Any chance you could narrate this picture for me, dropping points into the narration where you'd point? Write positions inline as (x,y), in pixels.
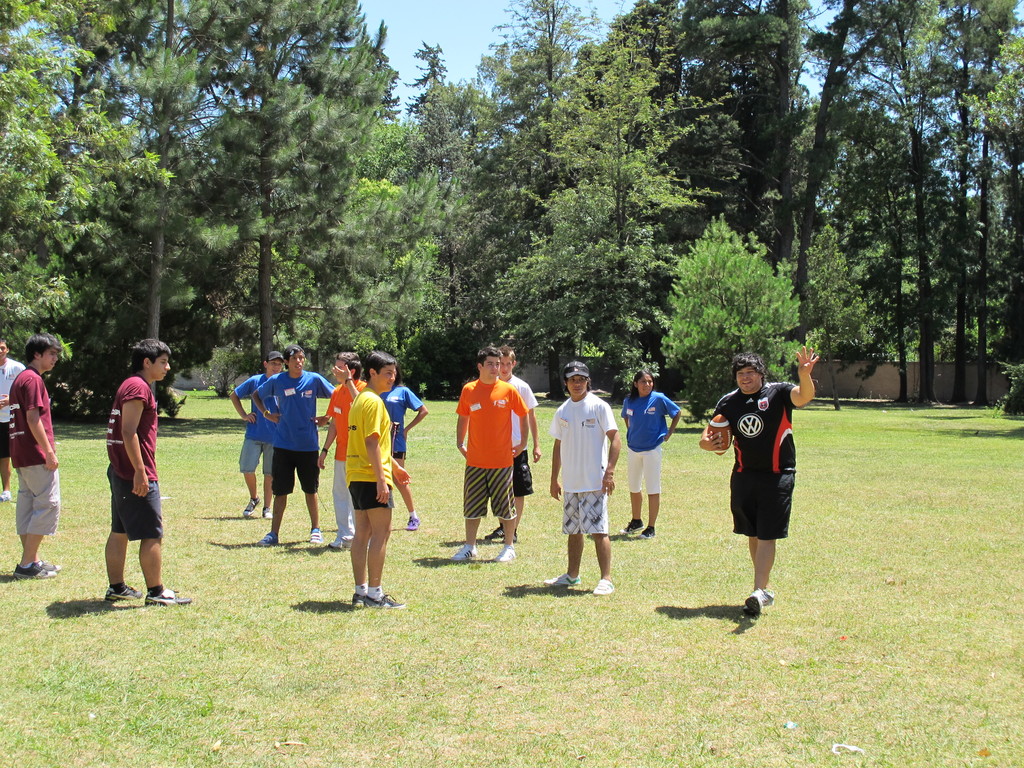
As we can see in the image there are few people (122,449) here and there, grass (717,636) and trees (377,214). On the top (442,19) there is sky (428,33).
